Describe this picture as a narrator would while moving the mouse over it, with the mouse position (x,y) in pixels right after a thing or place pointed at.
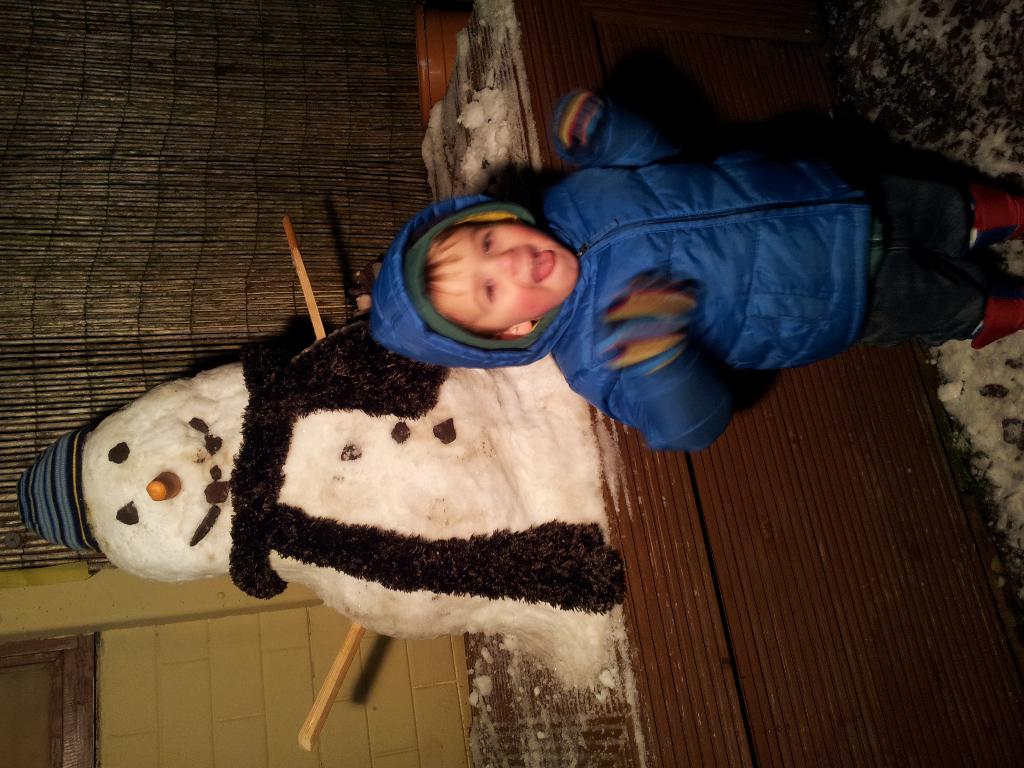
In the foreground of this picture (754,345), there is a boy (790,345) standing and behind him there is a snowman (482,426), wall (199,681), and a curtain (30,180).
